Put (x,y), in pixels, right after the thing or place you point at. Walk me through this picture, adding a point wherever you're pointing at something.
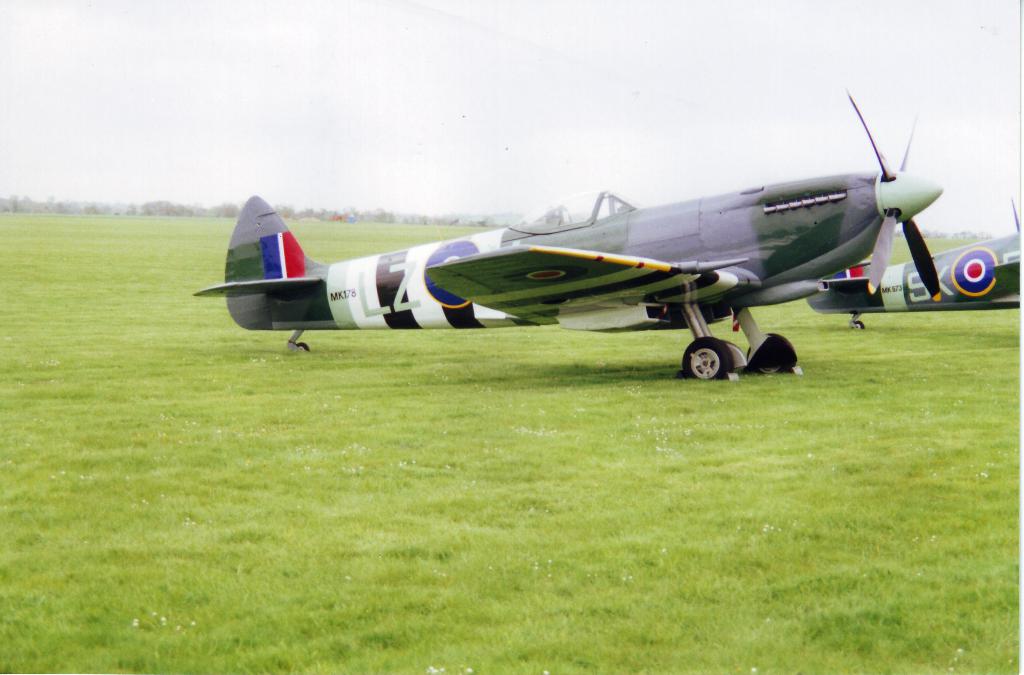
This image is taken outdoors. At the bottom of the image (663,508) there is a ground (417,493) with grass (163,410) on it. At the top of the image (275,79) there is the sky (491,97) with clouds (688,100). In the background (173,210) there are few trees (154,210). On the right side of the image (758,270) there are two airplanes (791,284) on the ground (877,412).
